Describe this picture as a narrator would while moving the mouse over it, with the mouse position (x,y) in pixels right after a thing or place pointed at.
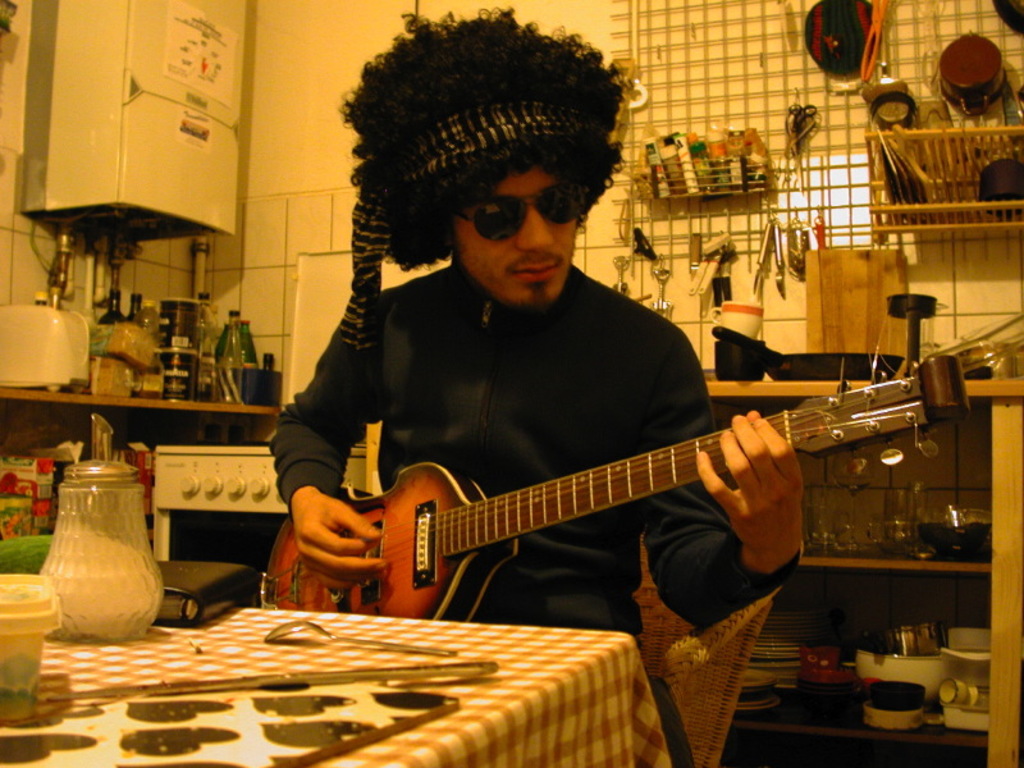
This is the picture of a guy (477,138) who is wearing a black jacket (536,422) and holding a guitar (890,387) and sitting on the chair (648,653) in front of the table (645,683) and on table (193,658) we have jar (114,478), spoon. Behind him there is a shelf (854,575) in which the things (872,684) are placed and on wall (842,118) side we have a stand (747,169) on which the things (731,159) are placed.
